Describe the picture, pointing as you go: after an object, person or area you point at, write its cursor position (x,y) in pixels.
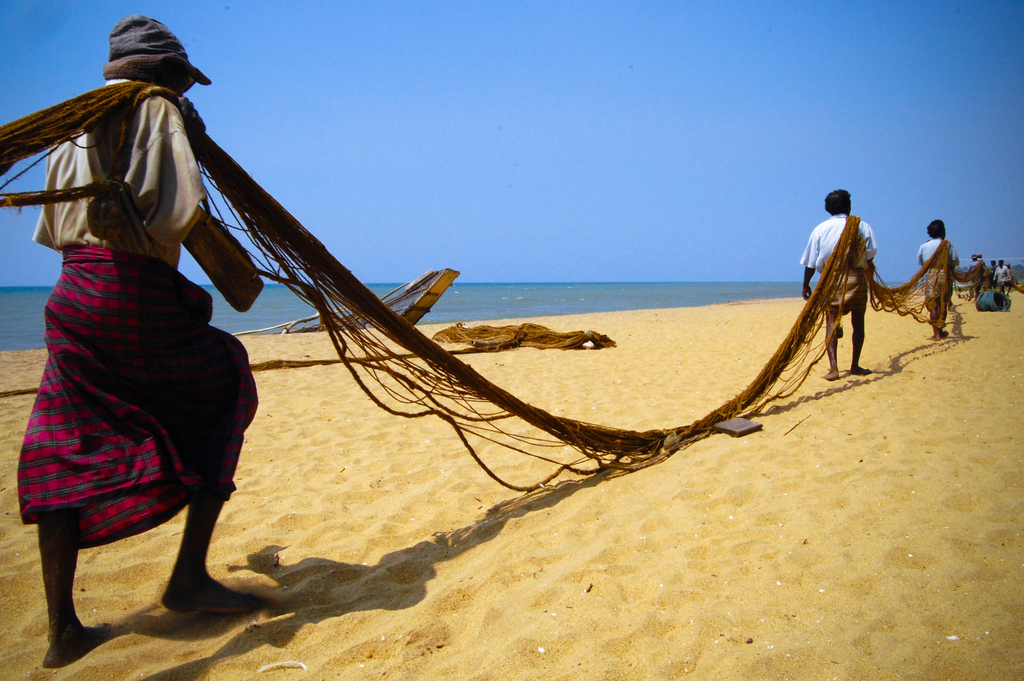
This picture describes about group of people (173,173), few people (159,165) are walking on the sand (774,348), they are holding a net (677,431), in the background (450,314) we can see a boat (436,299) and water (497,298).
